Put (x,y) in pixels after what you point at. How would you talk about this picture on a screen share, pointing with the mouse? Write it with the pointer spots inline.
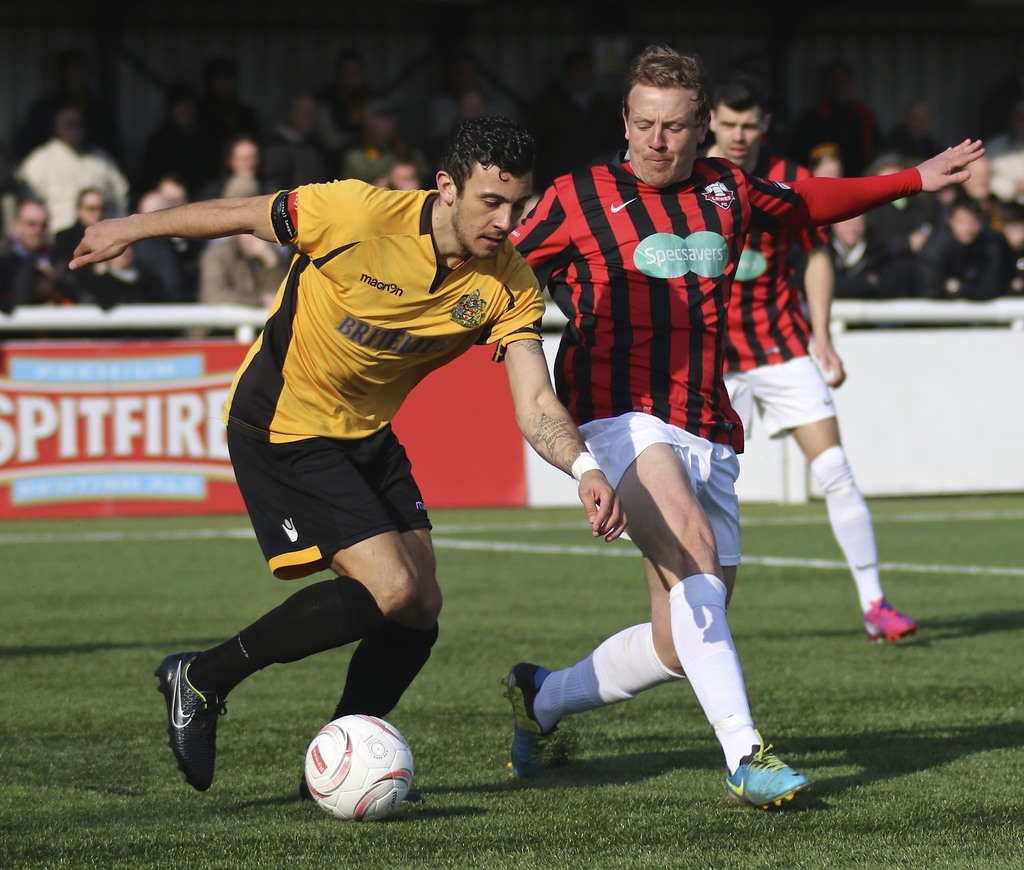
As we can see in the image there is grass (219,717), white color wall (1002,466), banner (128,387) and group of people (395,260).
